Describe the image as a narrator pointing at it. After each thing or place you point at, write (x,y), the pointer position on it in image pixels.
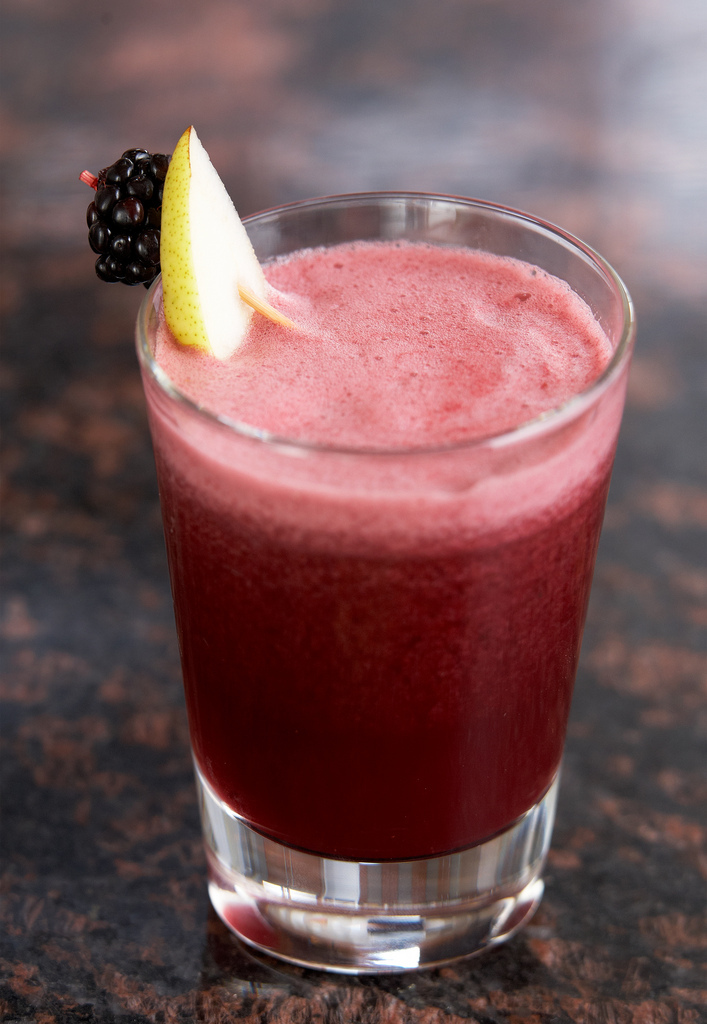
In this picture we can see a glass (481,218) with the juice (418,360). And these are the fruits (188,254).
